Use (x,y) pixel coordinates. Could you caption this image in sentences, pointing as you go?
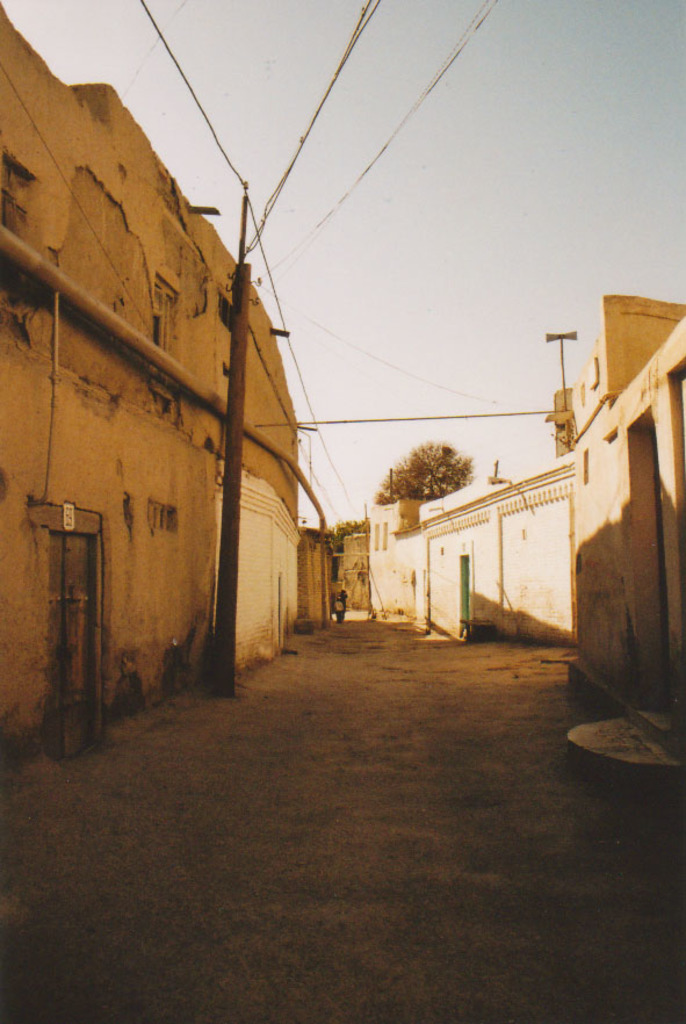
This picture might be taken from outside of the building (159,639). In this image, on the left side (129,685), we can see a door (62,586), building (69,431), electric pole (243,365), electric wires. On the right side (662,572), we can also see some houses (553,605), doors (661,572), wall (477,589). In the background (453,471), we can see some trees (423,483), person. At the top (491,42), we can see a sky (512,62), at the bottom (437,899), we can see a land (456,679).
